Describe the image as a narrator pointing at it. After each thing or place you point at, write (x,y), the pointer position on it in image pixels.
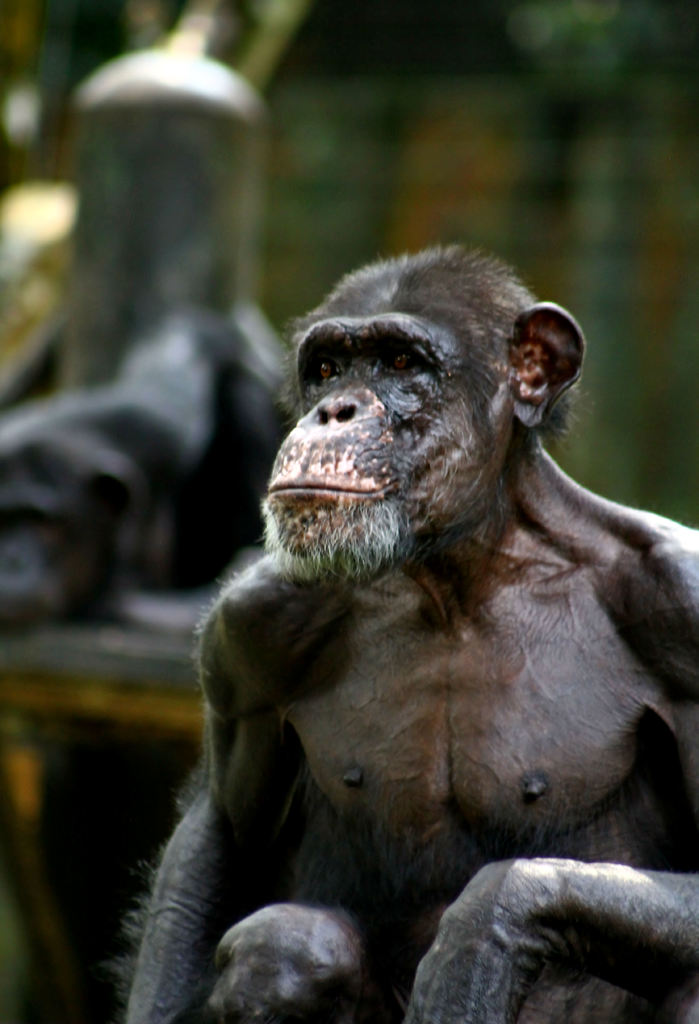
In the picture there is a monkey (487,291) present.
